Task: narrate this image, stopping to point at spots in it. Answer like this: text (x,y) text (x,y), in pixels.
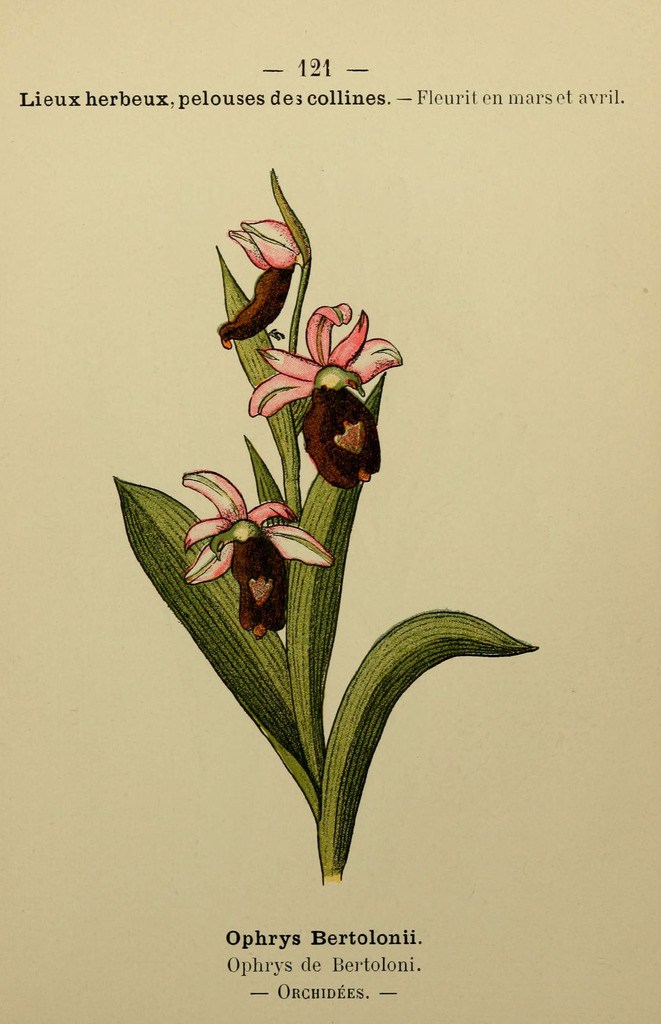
This is a sketch on a paper (413,407). In the center of the image (317,514) we can see a stem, leaves (274,670) and flowers (284,401). In the background of the image (151,102) we can see the text (316,963).
